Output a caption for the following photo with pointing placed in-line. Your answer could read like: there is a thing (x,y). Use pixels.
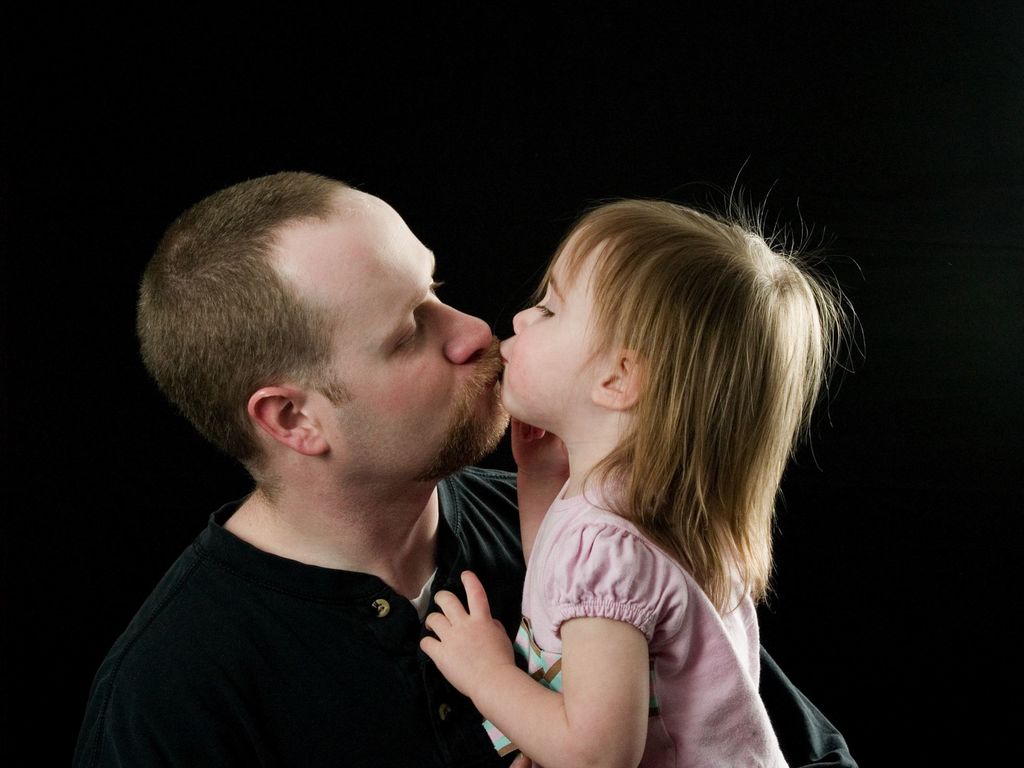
In this picture there is a man (296,535) who is wearing black t-shirt (355,684). He is holding a girl (733,613). She is wearing pink color dress (679,656). At the top (553,38) we can see the darkness (591,85).
